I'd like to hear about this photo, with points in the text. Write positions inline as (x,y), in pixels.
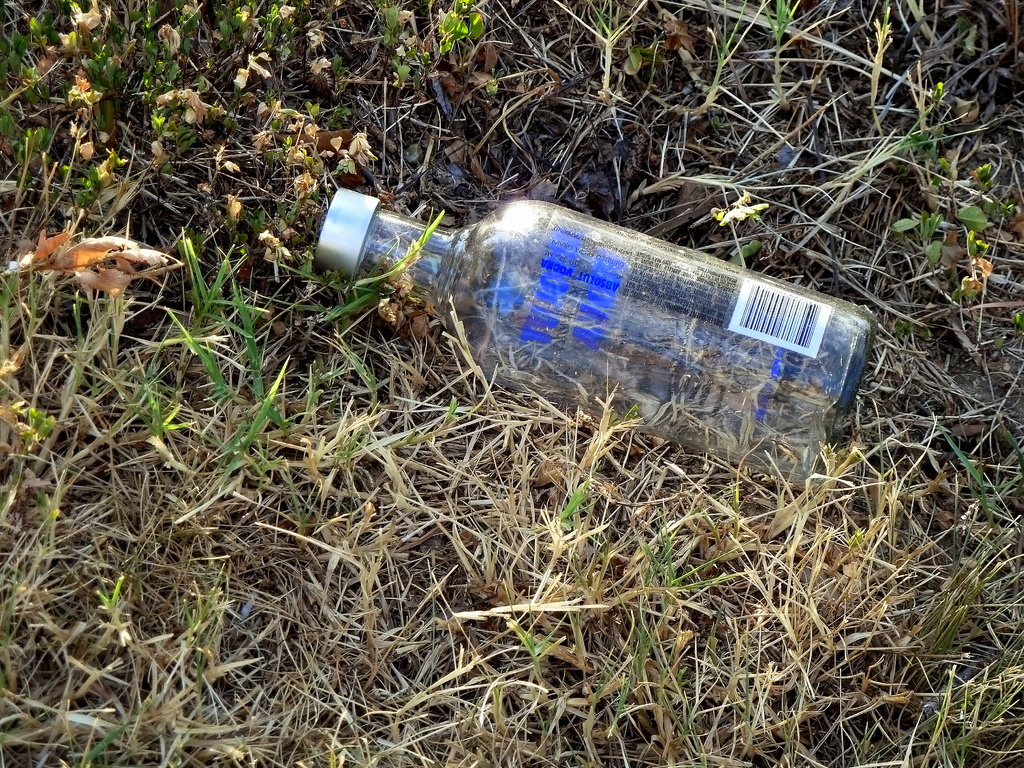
In this image I can see a bottle (499,332) on the grass (445,602).
